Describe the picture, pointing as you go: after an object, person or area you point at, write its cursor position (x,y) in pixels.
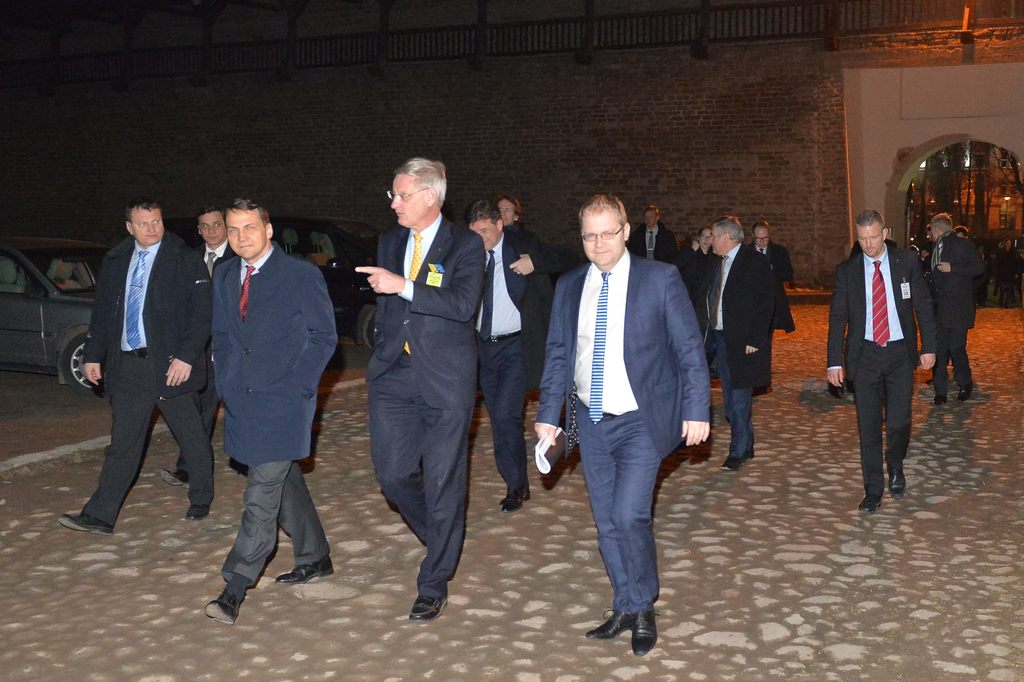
In this image we can see persons (413,432) walking on the floor (347,451), motor vehicles (348,225), wall (547,88) and an arch (900,202).
